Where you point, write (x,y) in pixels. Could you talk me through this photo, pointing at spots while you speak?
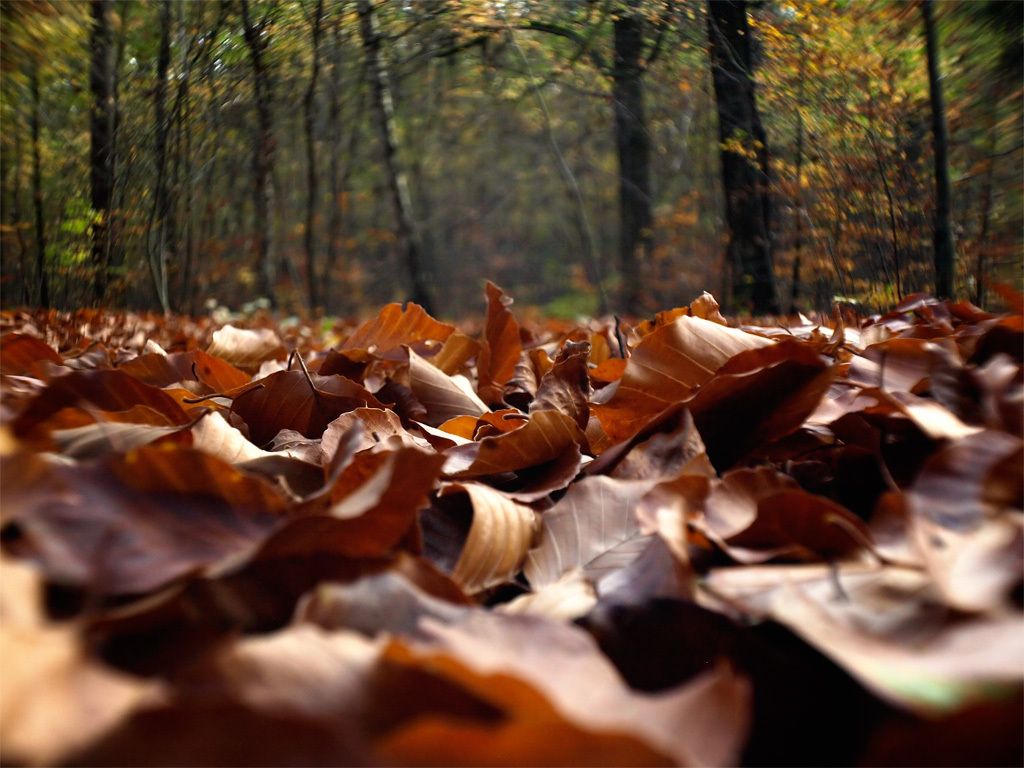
In the foreground of the picture (472,378) there are dry leaves (393,456). In the background (441,176) there are trees (441,176).
